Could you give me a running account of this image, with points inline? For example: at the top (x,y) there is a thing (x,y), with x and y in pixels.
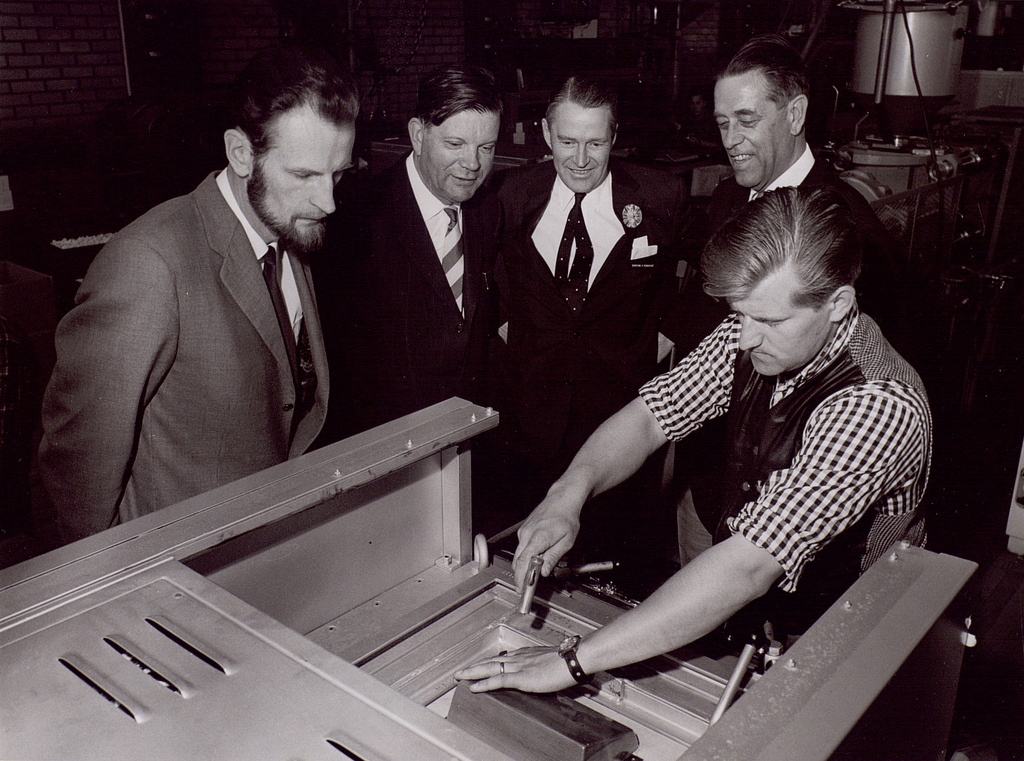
In this image at the bottom (204,688) may be there is a machine (204,688), in front of it there are few people (639,226), behind them on the right side (954,169) there is another machine (974,234).
